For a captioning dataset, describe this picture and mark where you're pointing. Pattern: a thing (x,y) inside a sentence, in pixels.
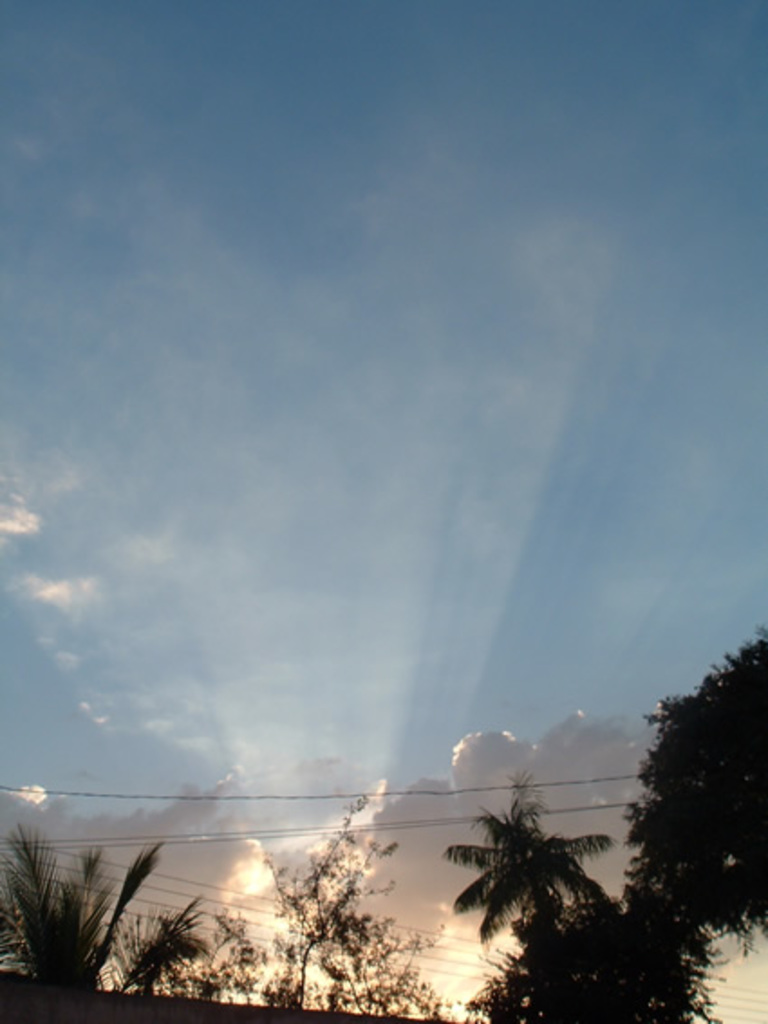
This picture is clicked outside the city. In the foreground (633,858) we can see the trees (419,945), cables (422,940) in the background (443,530) there is a sky (482,586) and the clouds (423,891).
